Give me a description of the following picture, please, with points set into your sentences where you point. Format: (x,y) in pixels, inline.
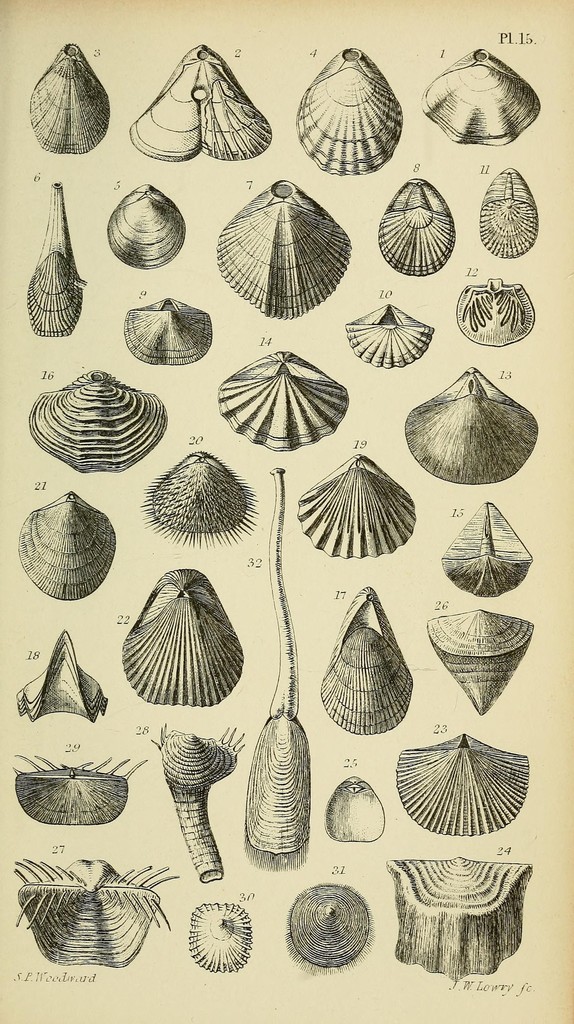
In this image we can see the different types of shell pictures (301,507) on the paper (167,174).
